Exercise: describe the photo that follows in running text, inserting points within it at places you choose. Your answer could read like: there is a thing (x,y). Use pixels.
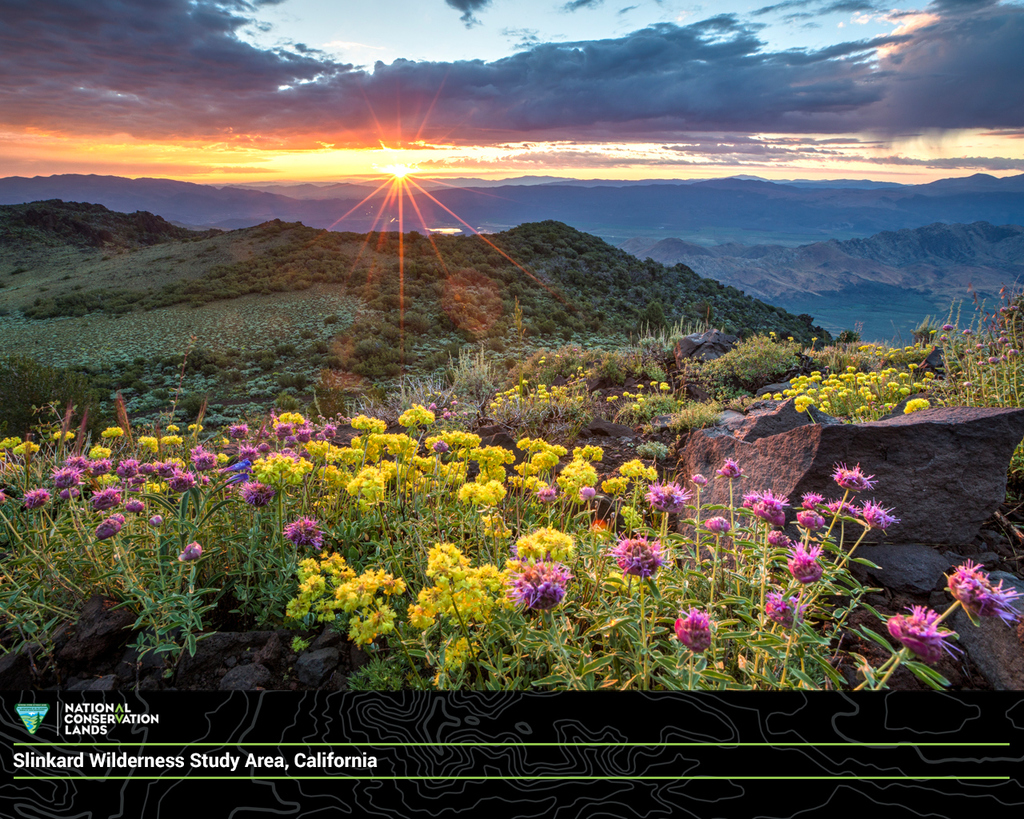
In this image we can see plants (356,569) with flowers (236,427), stones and grass (96,321) on the ground (245,420). In the background (430,258) there are mountains (772,288), hills (762,280), sun (402,176) and clouds (464,88) in the sky (571,1). At the bottom (16,756) we can see texts (59,757) written on the image.
